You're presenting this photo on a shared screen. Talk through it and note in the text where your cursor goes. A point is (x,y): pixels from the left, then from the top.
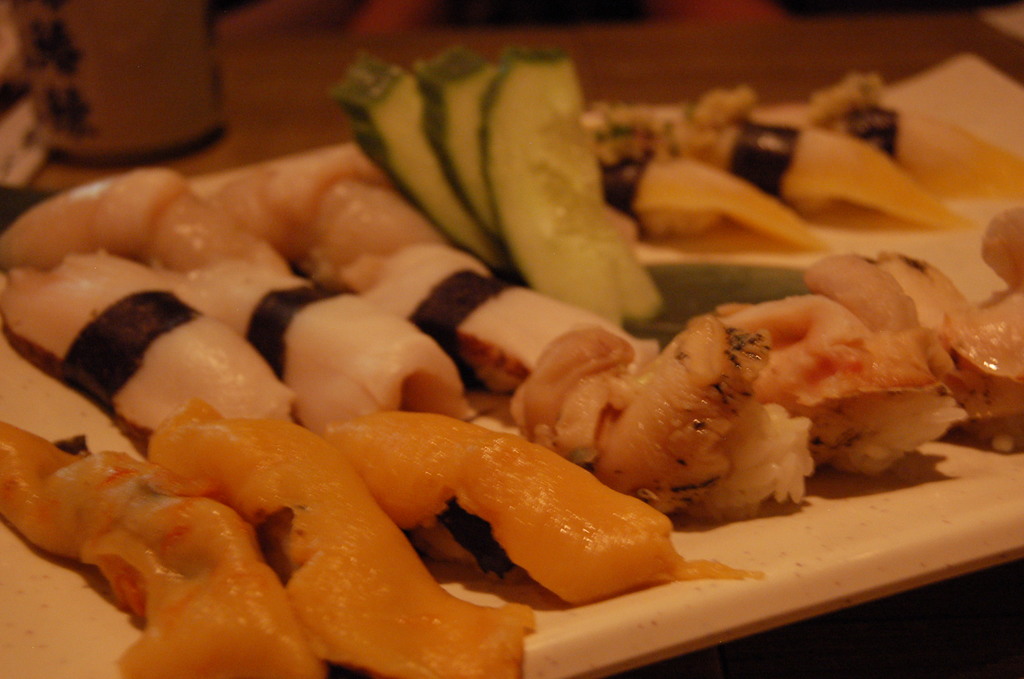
In this image I can see a white colored board (874,519) and on it I can see few food items (537,479) which are cream, brown, white, black and green in color. I can see the blurry background (637,37).
